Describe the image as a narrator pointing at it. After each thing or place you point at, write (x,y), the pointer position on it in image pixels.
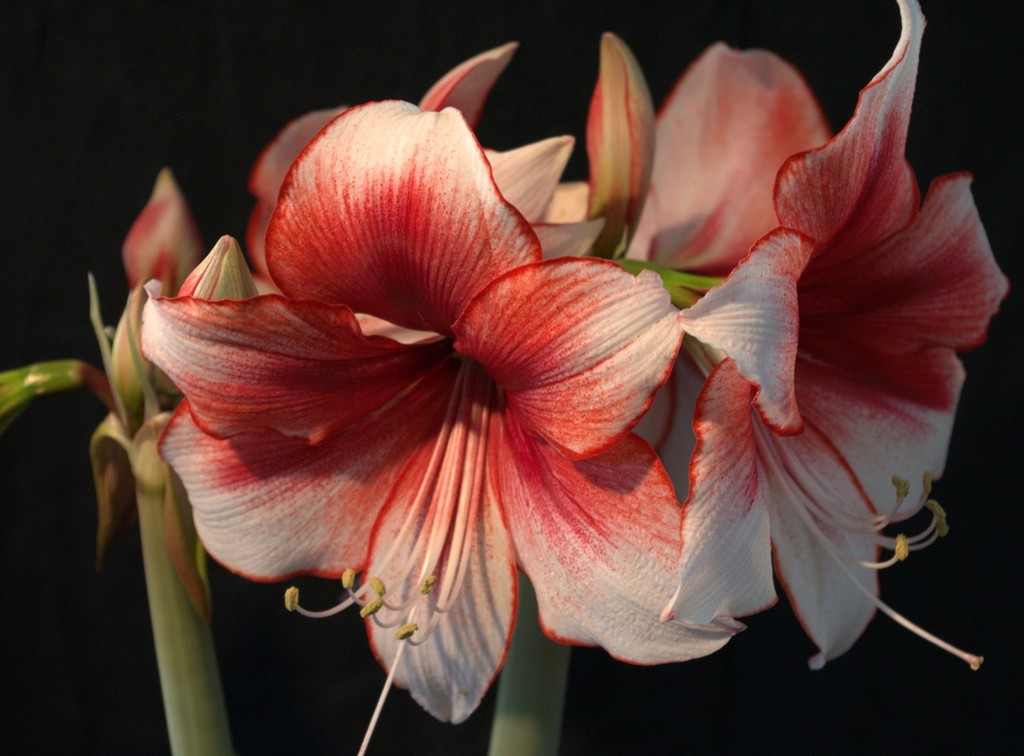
In the center of the image (453,433), we can see flowers (367,366) and buds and the background (883,668) is black.
